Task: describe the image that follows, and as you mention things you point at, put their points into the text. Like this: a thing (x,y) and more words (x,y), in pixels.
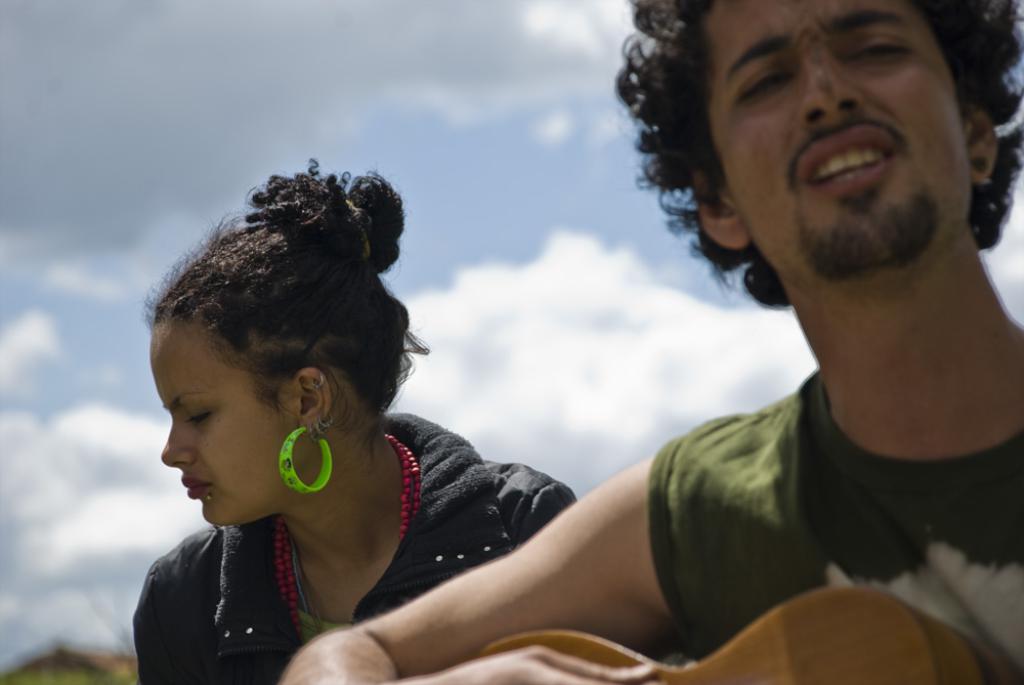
This image is taken outdoors. At the top of the image (430,164) there is a sky (112,592) with clouds (225,165). On the right side of the image (768,472) there is a man (656,559). In the middle of the image (367,354) there is a woman (248,538).
